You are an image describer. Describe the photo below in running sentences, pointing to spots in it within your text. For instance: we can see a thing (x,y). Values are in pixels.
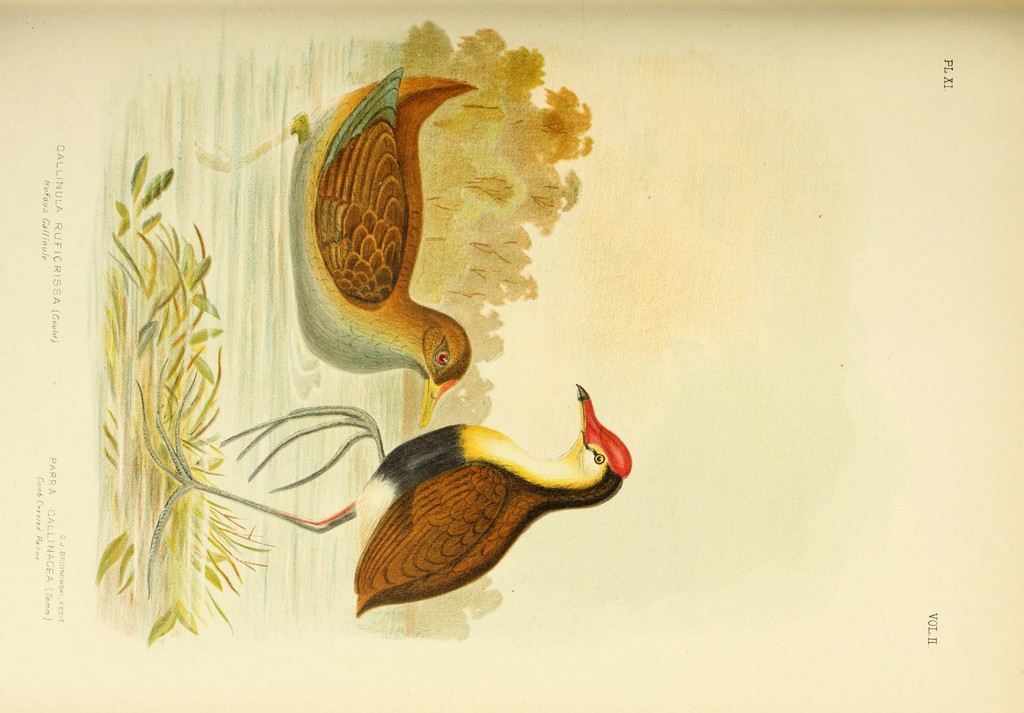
It is a painted image. In this image there are two birds (385,464). There is grass (188,466). There are trees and there is some text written at the bottom of the image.
